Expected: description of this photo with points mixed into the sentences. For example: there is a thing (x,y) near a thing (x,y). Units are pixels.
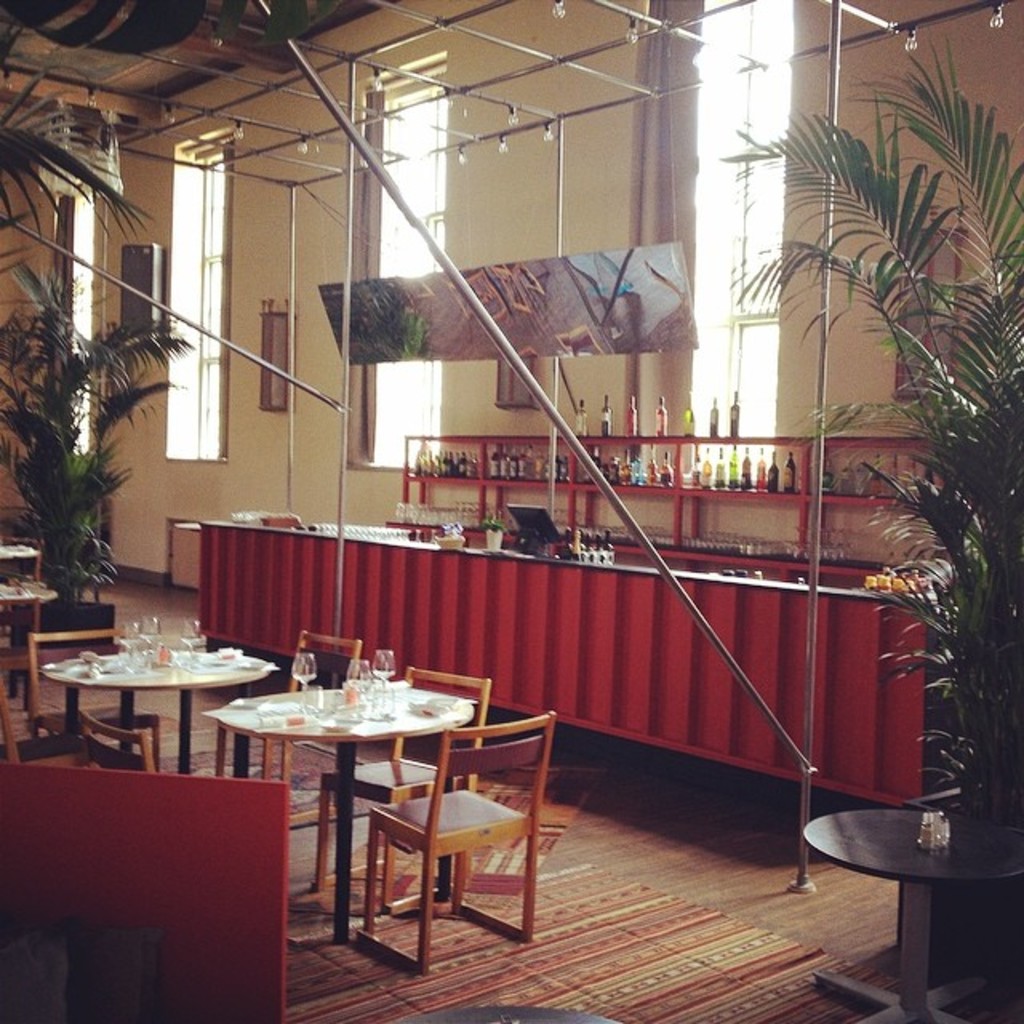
In this image I can see white tables (340,754) and chairs (358,779) in a room (334,745). There are wine glasses (356,682) on the tables (356,725). There are plants (45,484) on the either sides of the image. There is a table (563,666) at the back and there are glass bottles (715,454) in the shelves (843,454). There are windows (219,460) at the back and there are photo frames (272,346) and a speaker (142,329) on the wall (329,385).
